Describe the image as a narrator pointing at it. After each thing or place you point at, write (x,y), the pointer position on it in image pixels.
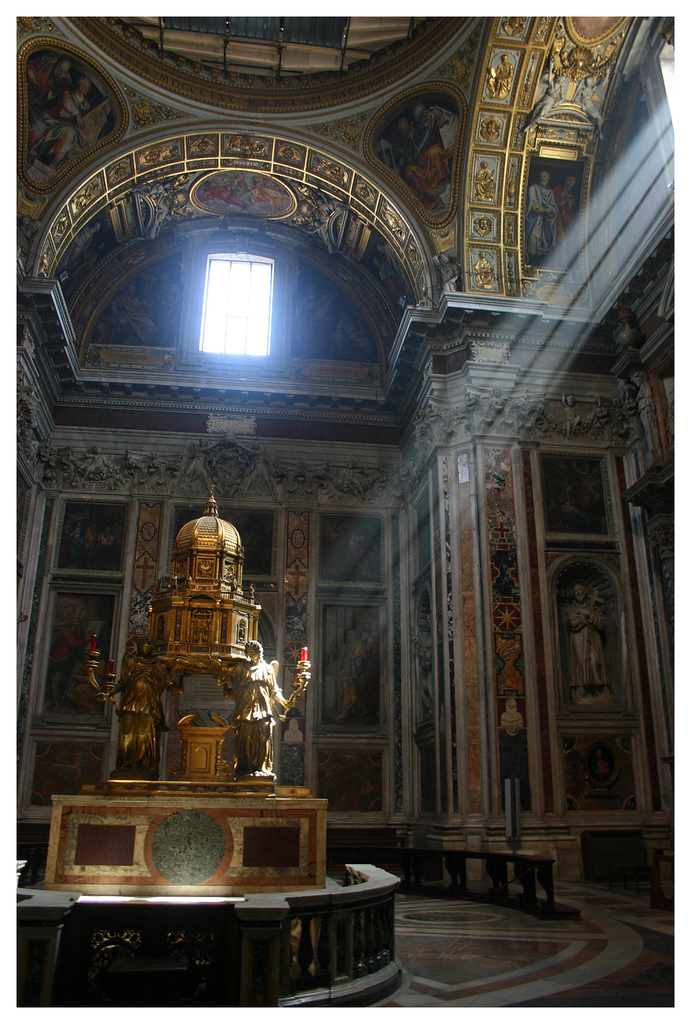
In this picture I can see there is a monument (222,770) and there is a statue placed on the rock (270,841). There are windows (260,311) on to top right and center of the wall (250,375).
